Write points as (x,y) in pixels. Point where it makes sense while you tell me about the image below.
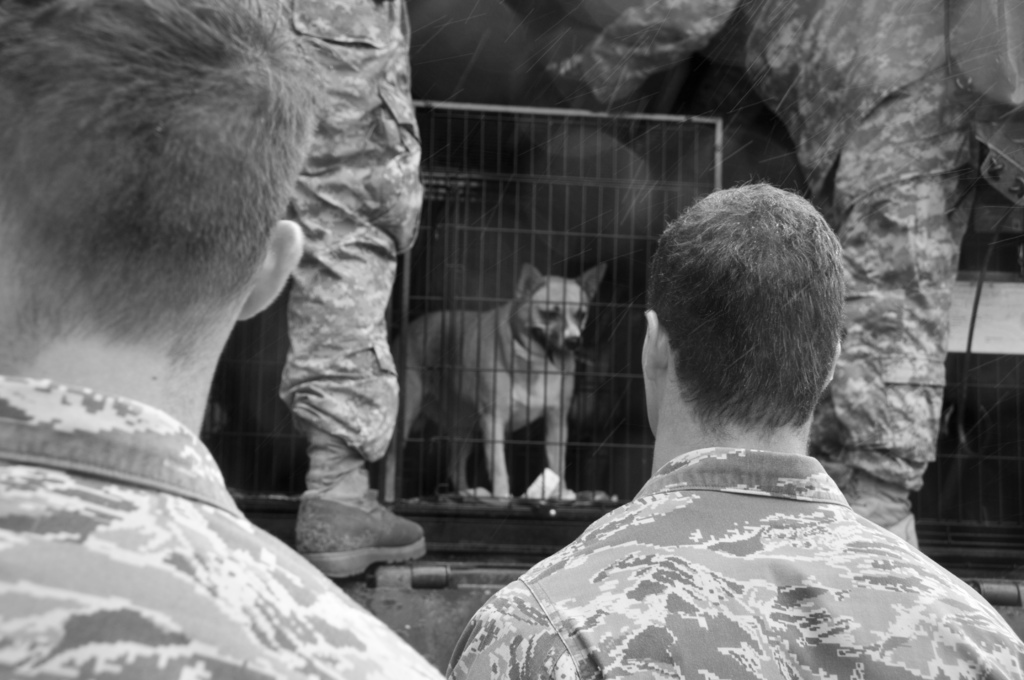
On the left side (211,565), there is a person (399,648) in an uniform (399,648). Beside him, there is another person (703,525). In the background (884,149), there are two persons (866,167) standing, in between them, there is a dog (566,334) in a cage (461,217).
